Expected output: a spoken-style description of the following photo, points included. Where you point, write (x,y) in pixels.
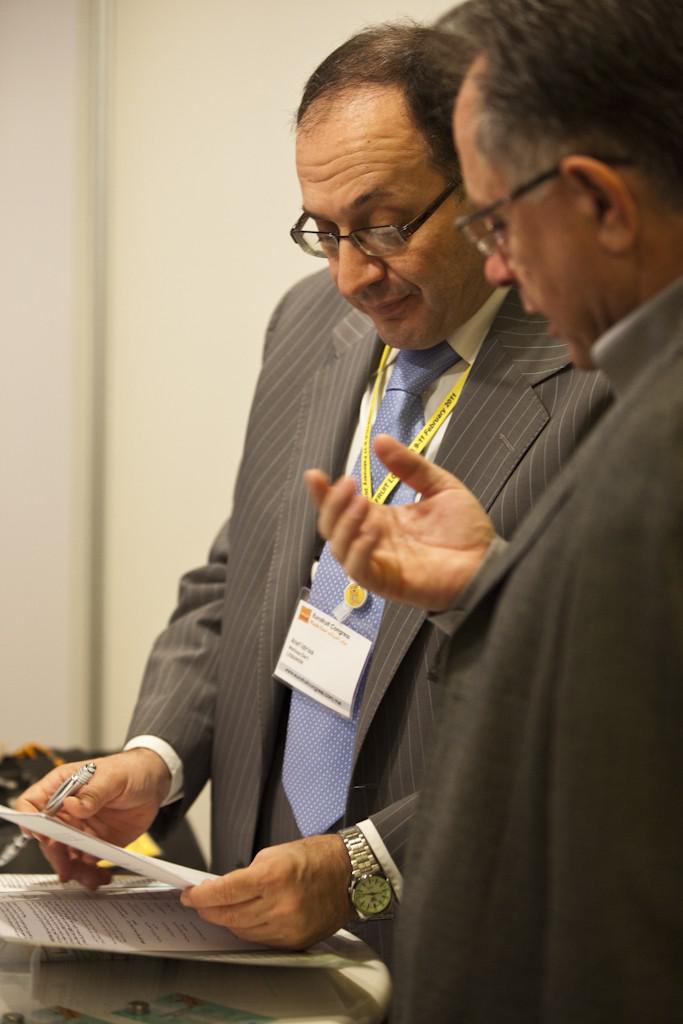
In this image I can see few persons (524,563) wearing blazers (587,549) are standing and I can see a person (389,256) wearing a watch (381,900) and holding a paper (56,830) and pen (86,780) in his hands (243,899). I can see few papers (94,931) and few other objects (42,775). In the background (176,216) I can see the white colored wall (167,201).
